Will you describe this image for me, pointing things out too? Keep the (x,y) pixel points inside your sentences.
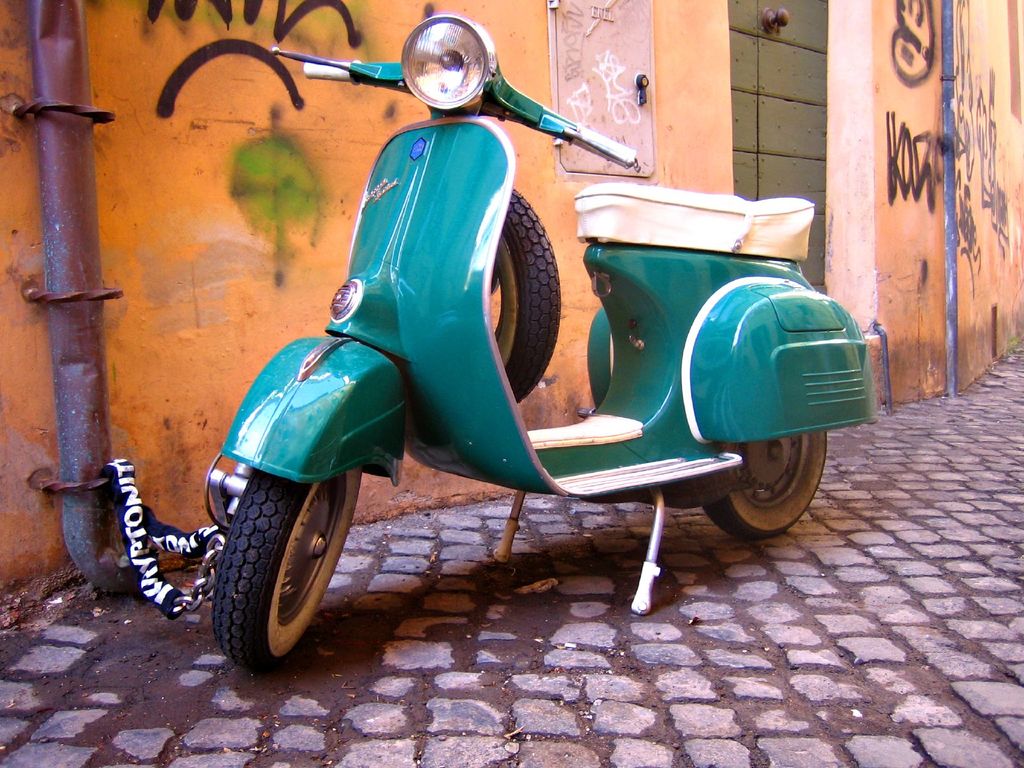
In the image there is scooter (578,455) on the footpath (557,619) in front of the wall (138,85).
